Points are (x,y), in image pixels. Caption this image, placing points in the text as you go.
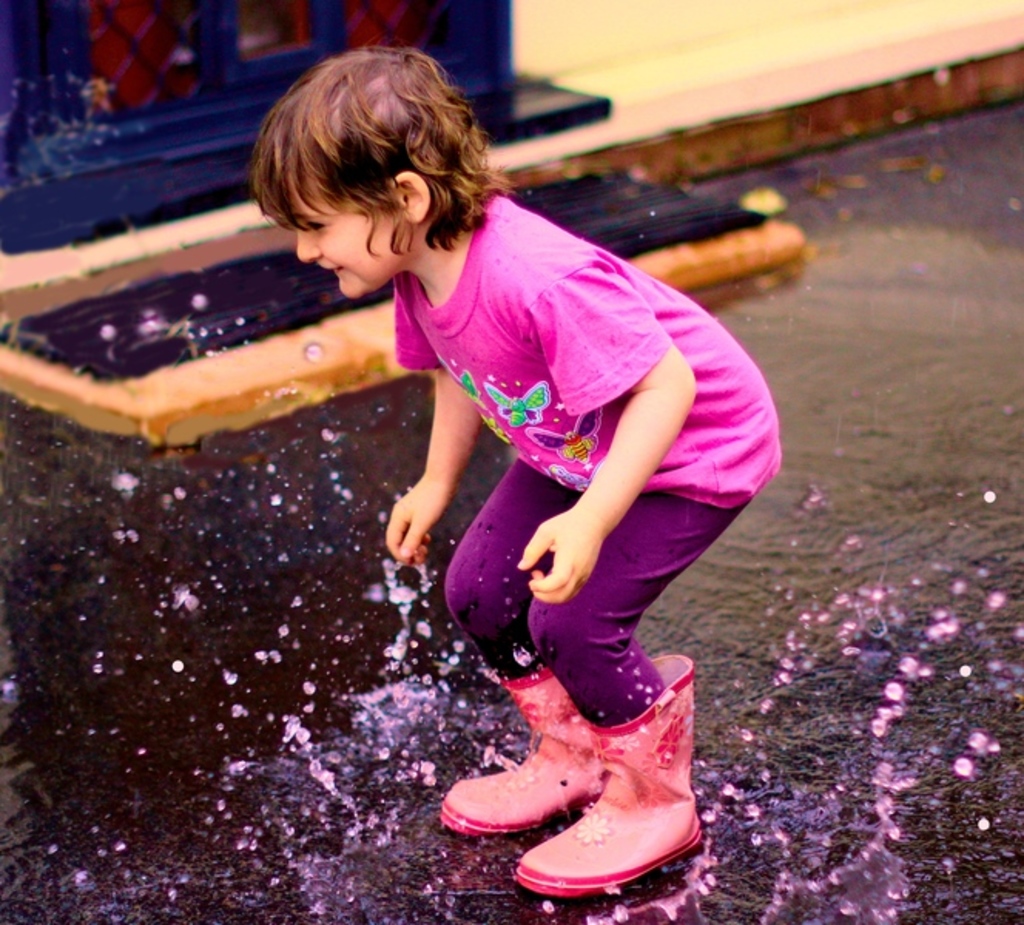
As we can see in the image there is a person (509,309) wearing pink color t shirt (516,302). There is water (926,637) and wall (746,95).
